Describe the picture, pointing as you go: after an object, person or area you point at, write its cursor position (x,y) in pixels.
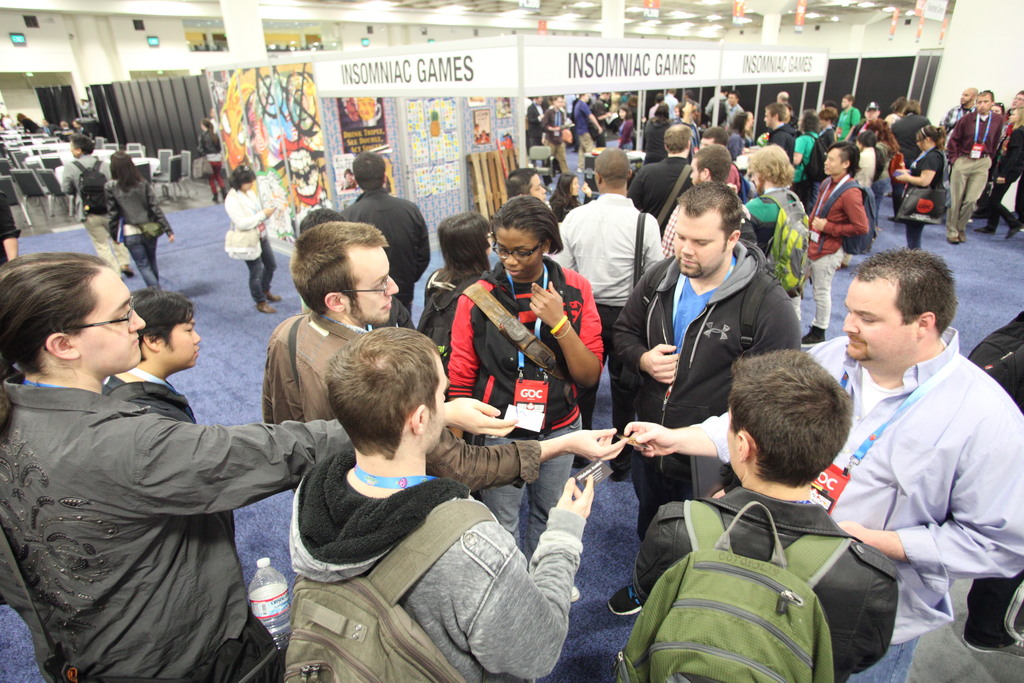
This picture describes about group of people (367,306), few are standing and few are walking, in this we can find few people (715,323) wore backpacks (685,520), in the background (27,173) we can see chairs (13,181), lights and paintings (287,114).
